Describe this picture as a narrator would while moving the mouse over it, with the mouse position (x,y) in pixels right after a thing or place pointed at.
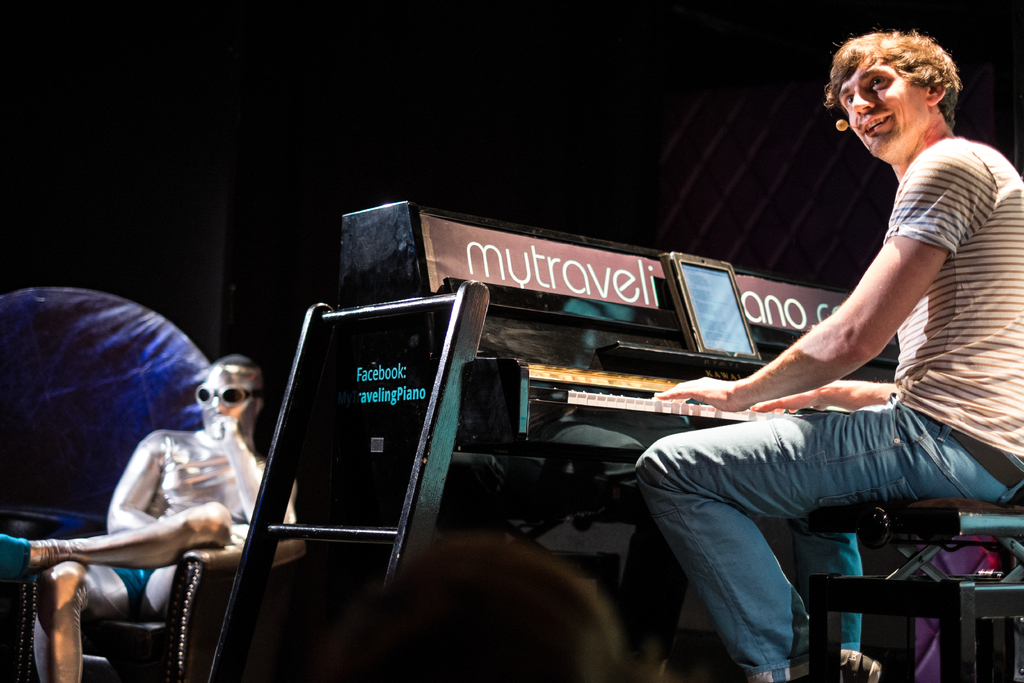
In the image we can see there are people (868,415) who are sitting on chair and one is playing piano (587,403) and in back (221,470) there is person (152,517) who is sitting on chair (161,617) and he is wearing goggles (240,397).
